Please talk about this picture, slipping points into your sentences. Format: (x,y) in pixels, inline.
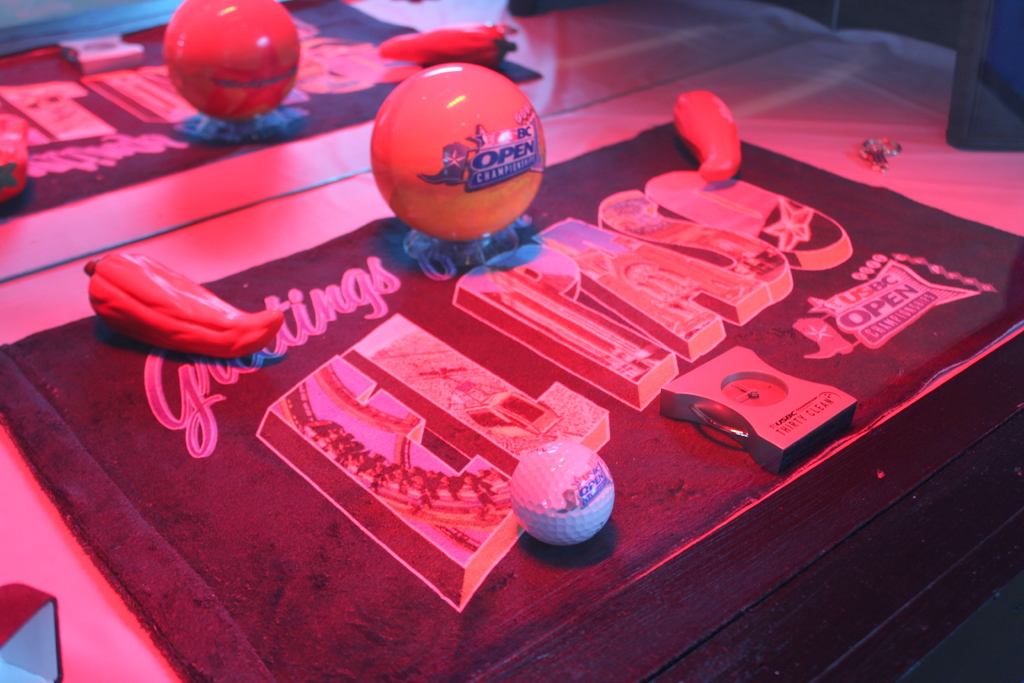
In this image, we can see few objects (804,410) and clothes (114,570). On the cloth (174,492) we can see some text (463,400). Top of the image (201,177), there is a mirror (546,86). On the mirror (331,104), we can see few reflections (197,119). Right side (1007,401) bottom, we can see a wooden object (806,530).
